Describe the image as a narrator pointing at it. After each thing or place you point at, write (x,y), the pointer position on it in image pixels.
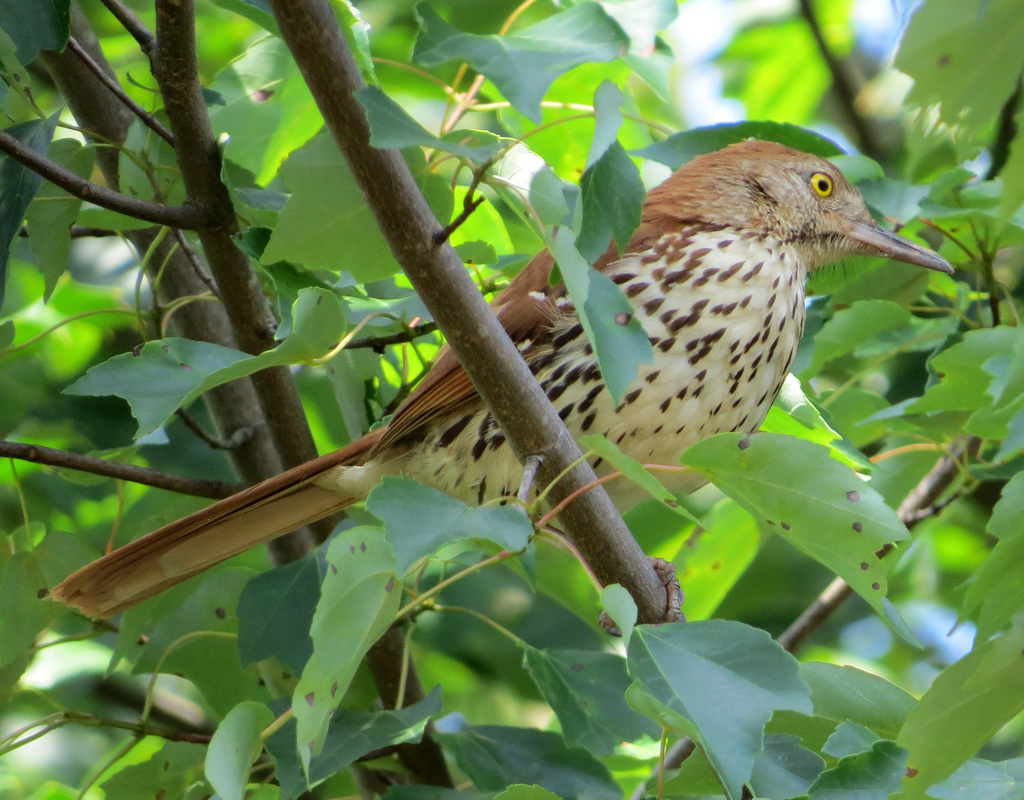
In this image I can see a bird (655,335) on the trees (630,574). The bird (605,433) is in brown and cream color.
